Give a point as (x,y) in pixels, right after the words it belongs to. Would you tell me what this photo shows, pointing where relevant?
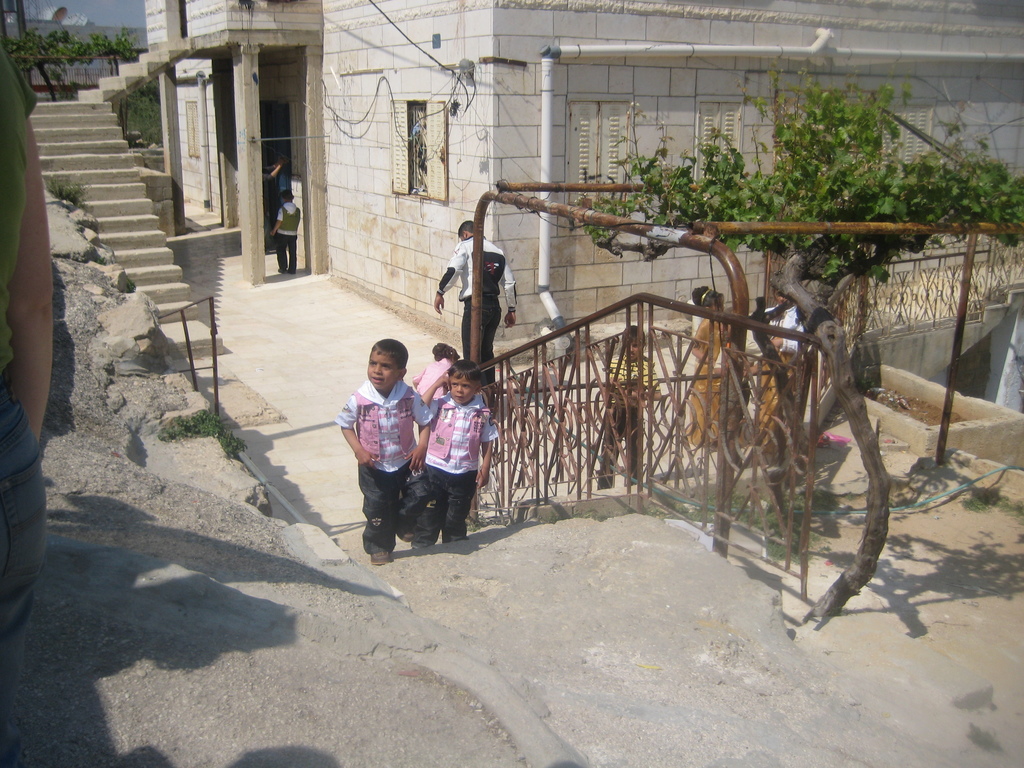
In this picture I can see there are few kids (447,492) walking up a path (479,564), there is a man (446,271) in the backdrop (494,264) and there is a woman (23,506) onto left and there is a building (251,230), plant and there are few stairs (98,221) in the backdrop (86,116).
